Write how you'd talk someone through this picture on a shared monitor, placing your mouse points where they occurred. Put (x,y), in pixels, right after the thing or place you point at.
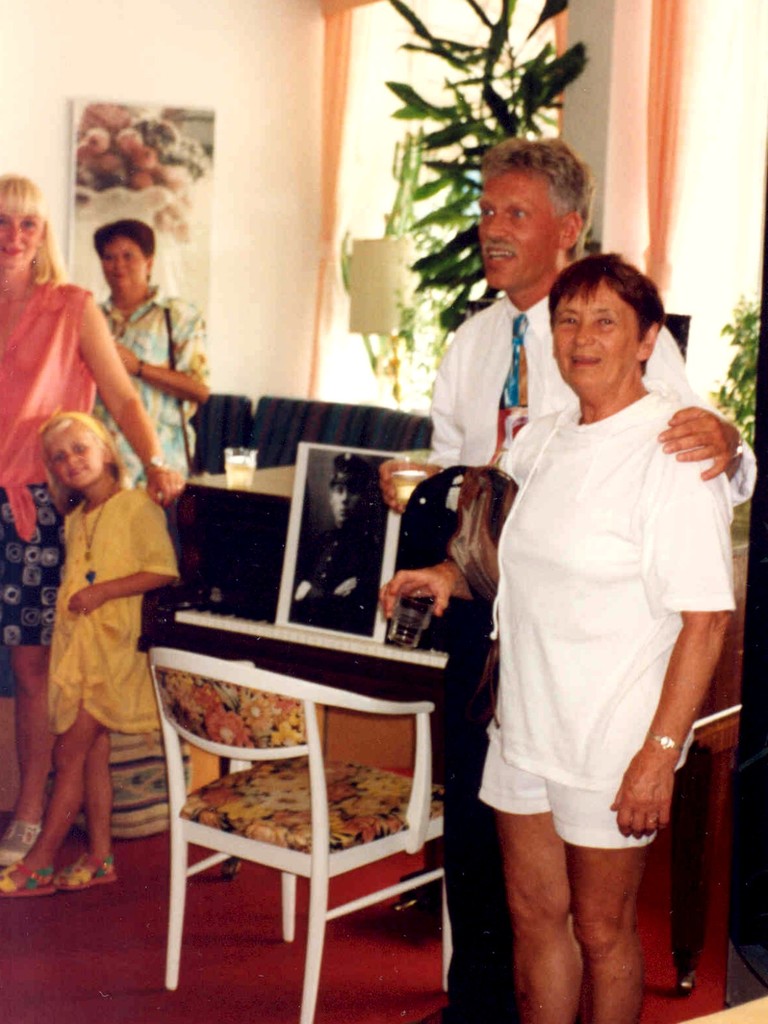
in this image i can see two persons (477,413) stand on the right side (665,537) wearing a white color shirts (534,420) and there are smiling beside them there is a piano (255,662), on the piano (290,499) there is a photo frame (333,500), back side there is a flower pot (425,161) and beside it there is wall (116,62), on the wall (124,55) there is a painting (135,152) near to the painting (141,191) a woman (145,308) stand left side (15,416) and a girl (76,559) stand near to the piano (273,494). on the piano (255,485) there is a glass (229,466) contain a drink (238,459).
